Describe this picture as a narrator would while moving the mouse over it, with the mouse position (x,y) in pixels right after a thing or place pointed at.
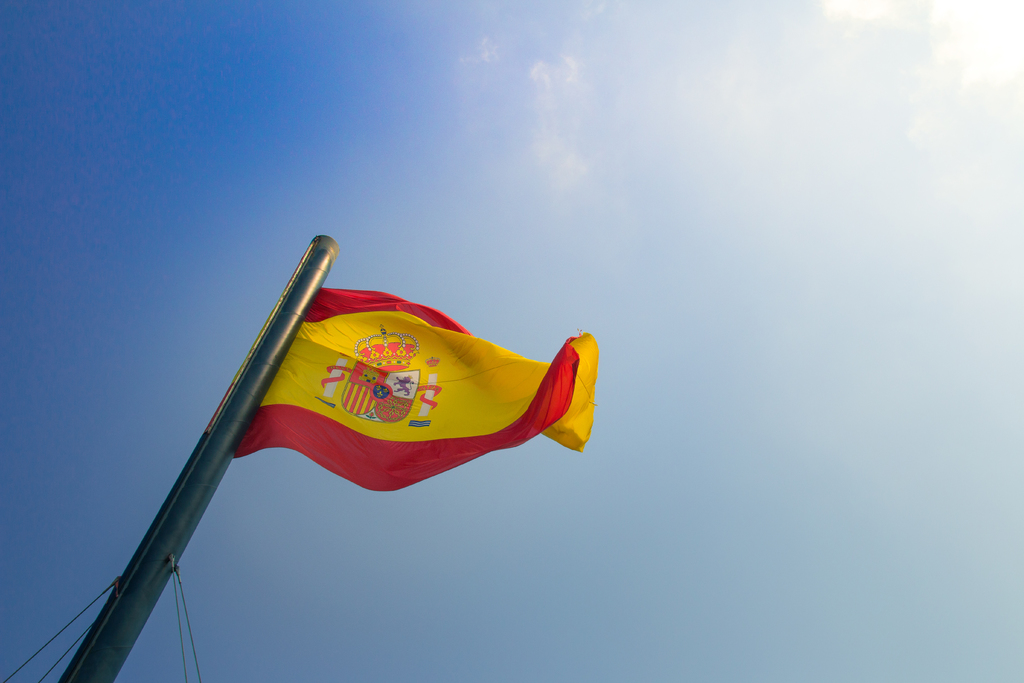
In the foreground of this image (293,427), there is a flag (378,383) to the pole (142,601). In the background (341,119), there is the sky (829,110) and the cloud (942,63).
